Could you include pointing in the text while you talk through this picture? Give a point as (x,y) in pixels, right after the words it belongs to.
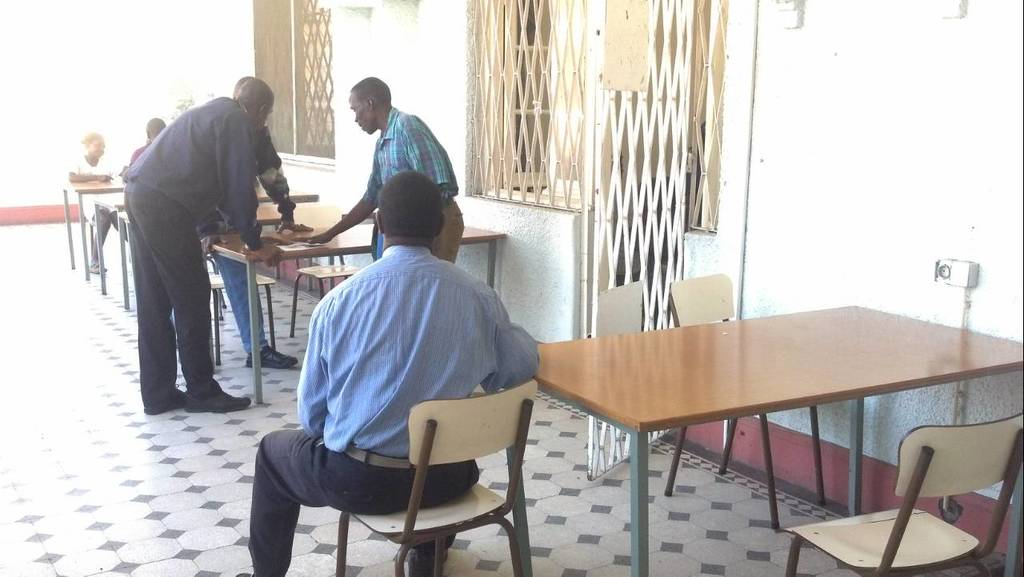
In the image in the center (413,310) we can see one man (429,355) sitting on the chair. Beside him we can see the table (709,373) and three more empty chairs (706,299). And coming to the background (183,186) we can see three more persons (237,159) were standing around the table (281,256). And two persons (101,156) were sitting. And we can see the wall (406,63) and grill (599,151).
